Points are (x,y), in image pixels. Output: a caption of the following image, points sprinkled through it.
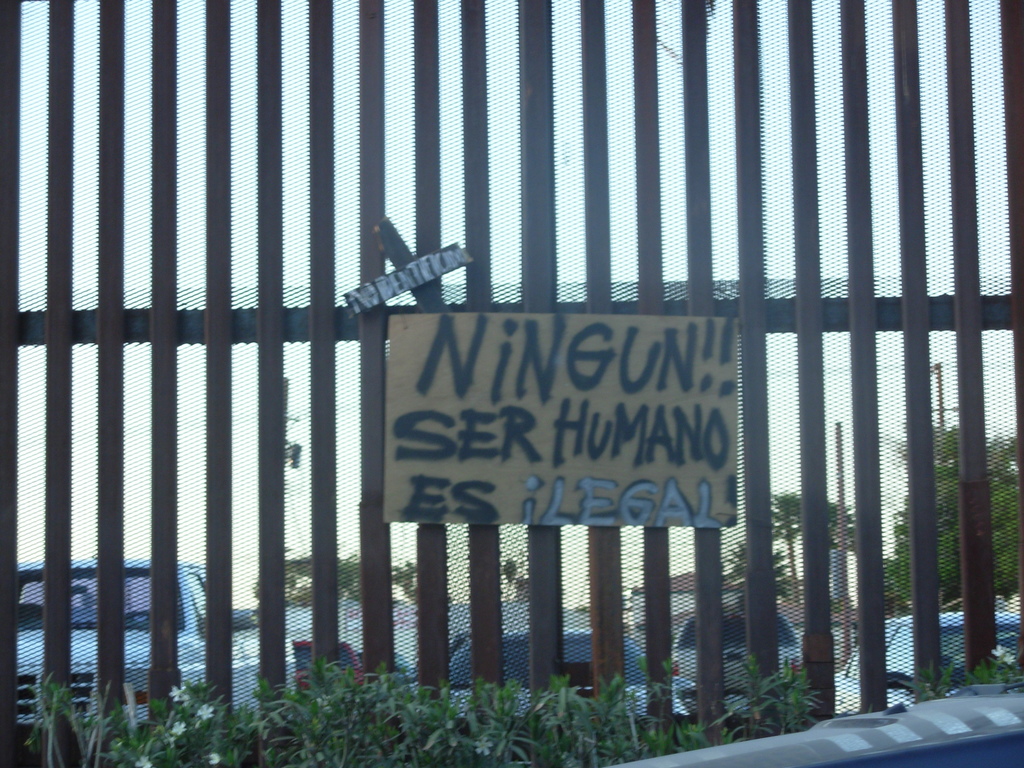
In this picture we can see few metal rods (524,289), name board (500,427) and fence (572,686), in the background (180,570) we can find few cars (594,642), houses (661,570), poles (841,547) and trees (953,487).
